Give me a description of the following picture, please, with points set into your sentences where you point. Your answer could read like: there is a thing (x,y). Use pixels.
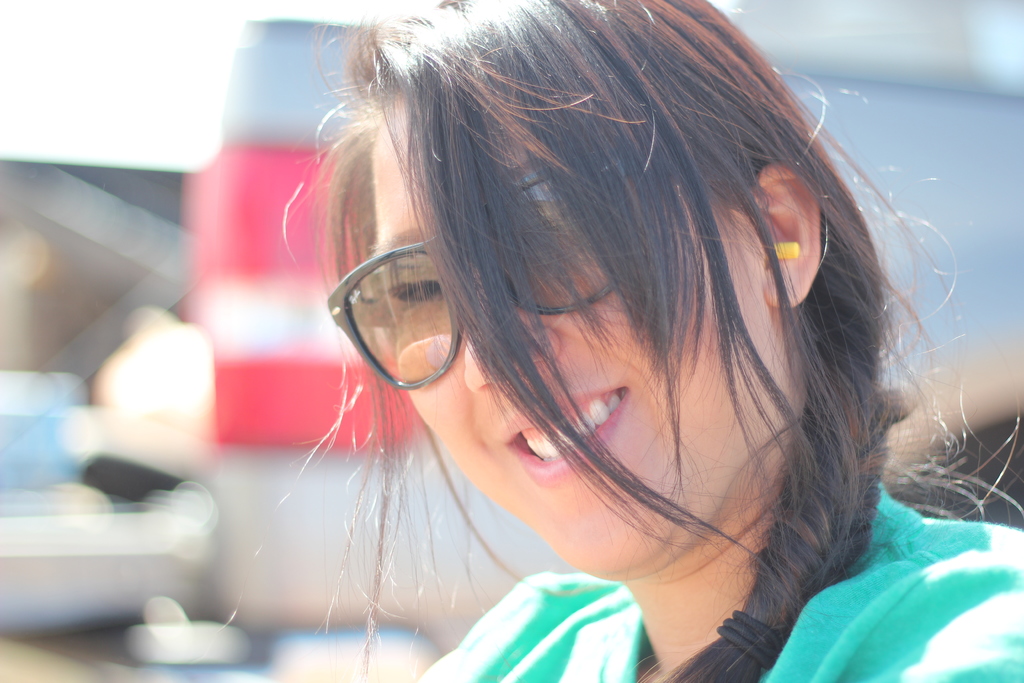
In this picture we can see a woman (687,534), she wore spectacles (548,307) and she is smiling.
